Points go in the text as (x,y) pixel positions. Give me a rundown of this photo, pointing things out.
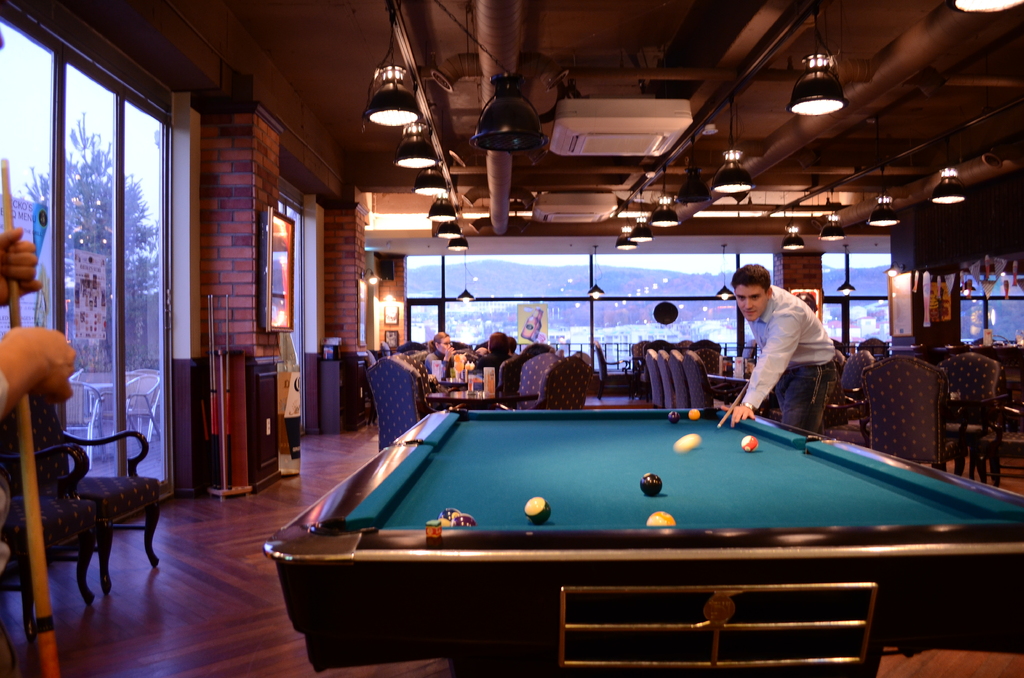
In this image i can see a person (777,348) playing a game at the back ground (541,365) i can see few chairs (539,374) and a table (494,387) and a woman (438,350) sitting, at the back ground (333,307) there is a brick wall (343,288) and a light (370,279) attached to it, at the left side (132,268) there is a glass window (78,233), a tree (74,191), and a sky (29,120).
